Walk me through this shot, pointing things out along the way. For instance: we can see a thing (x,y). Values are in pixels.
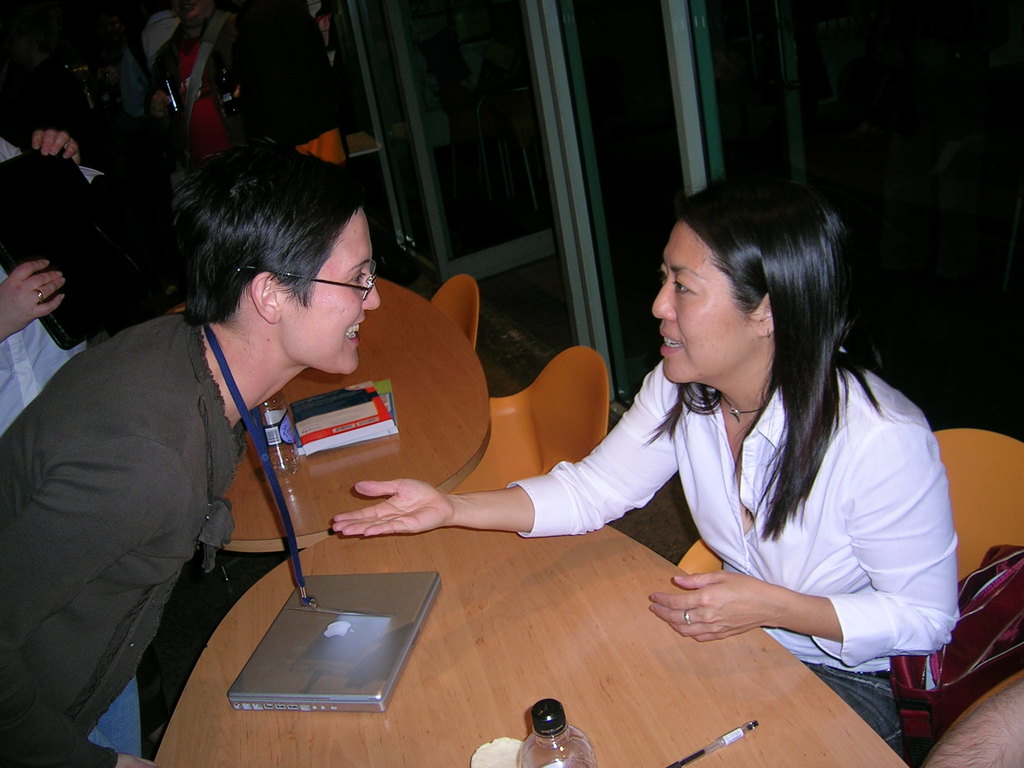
In the image there is a woman (763,340) in white shirt (871,441) sitting on chair (1023,519) in front of table (542,679) with laptop (368,705), water bottle (573,734), pen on it and on the left side (326,356) there is another woman (226,343) in grey shirt (85,428) leaning forward, in the back (302,120) there are few persons (201,136) standing and on the right side (701,27) there is glass wall (683,134).
